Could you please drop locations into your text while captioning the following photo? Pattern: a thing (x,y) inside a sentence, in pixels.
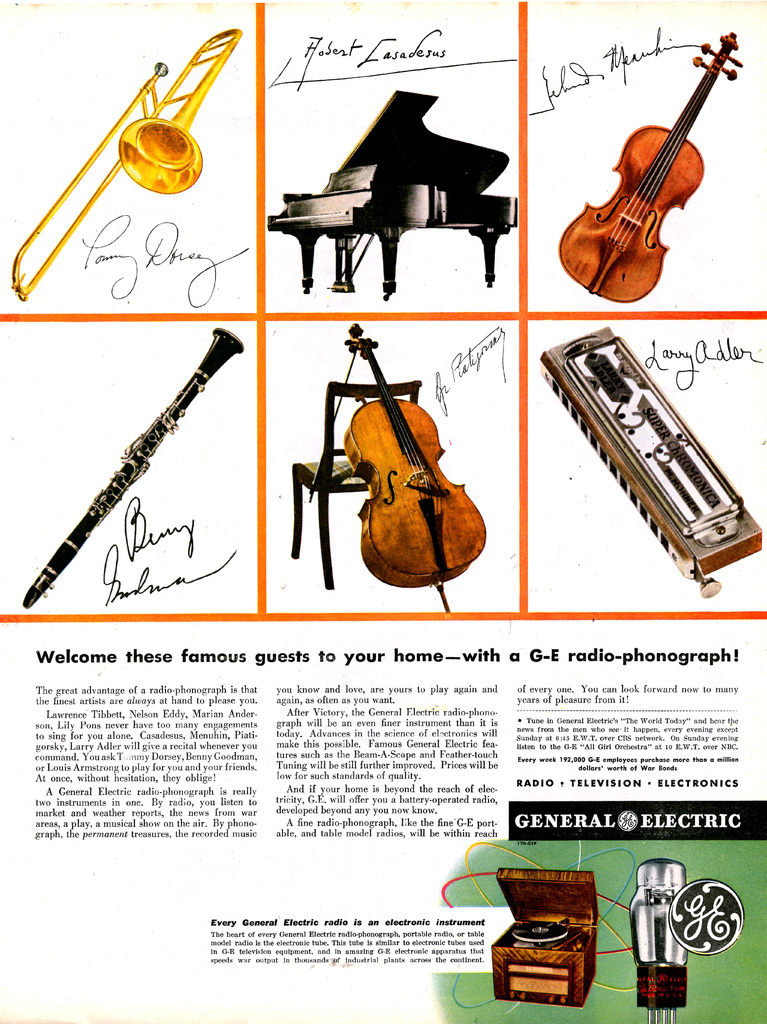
This picture consists of a poster (282,142), in which there are different musical instruments (576,236) in the image.
